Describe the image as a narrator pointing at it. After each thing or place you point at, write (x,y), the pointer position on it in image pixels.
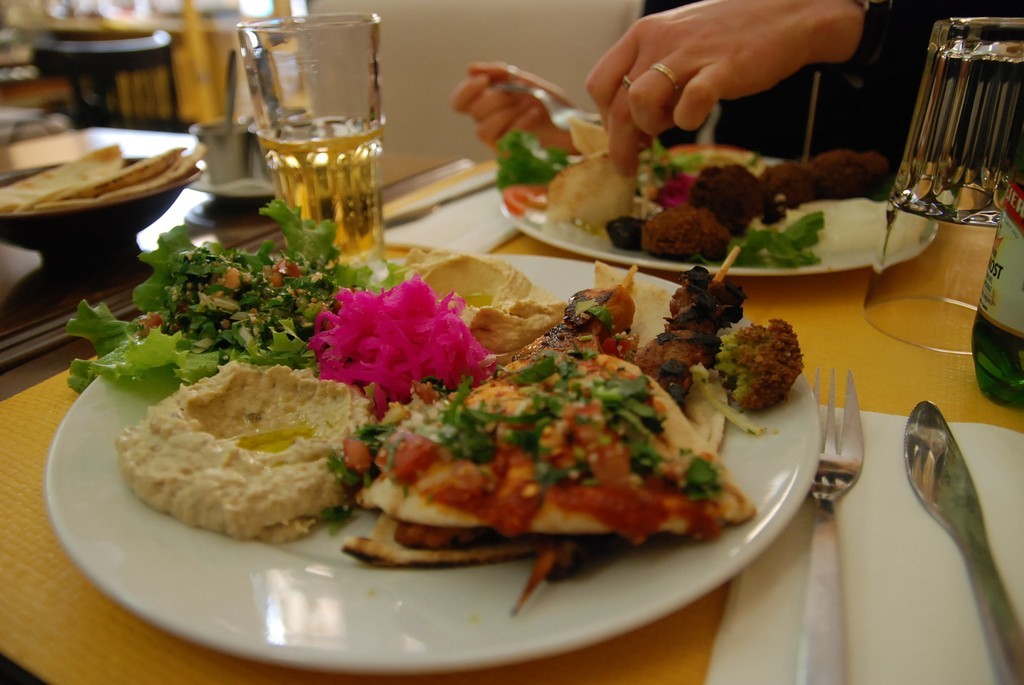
In this image there is a table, on that table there are plates (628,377), in that plates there is food item (552,400) and there are glasses (899,235), fork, knife (1008,664) and a person (534,122) is eating food (601,171).
